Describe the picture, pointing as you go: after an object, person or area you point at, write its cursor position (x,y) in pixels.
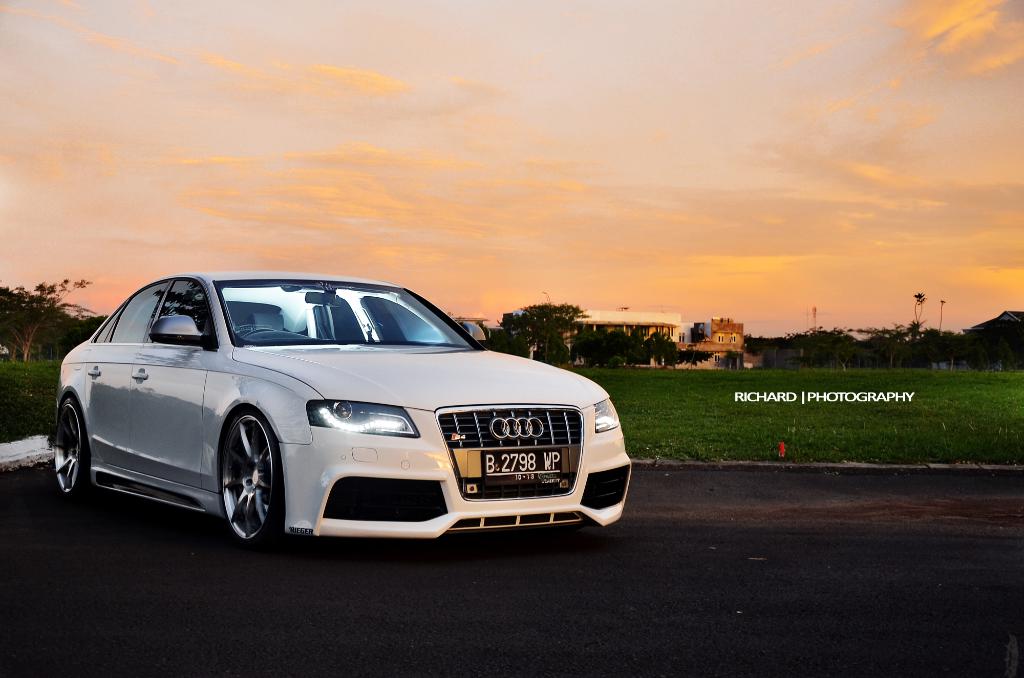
In this image at front (383,322) there is a car (216,390) on the road (56,488). At the back side (794,429) there's grass (786,429) on the surface (740,429). At the background (575,347) there are trees (638,344), buildings (675,329) and sky (693,165).
